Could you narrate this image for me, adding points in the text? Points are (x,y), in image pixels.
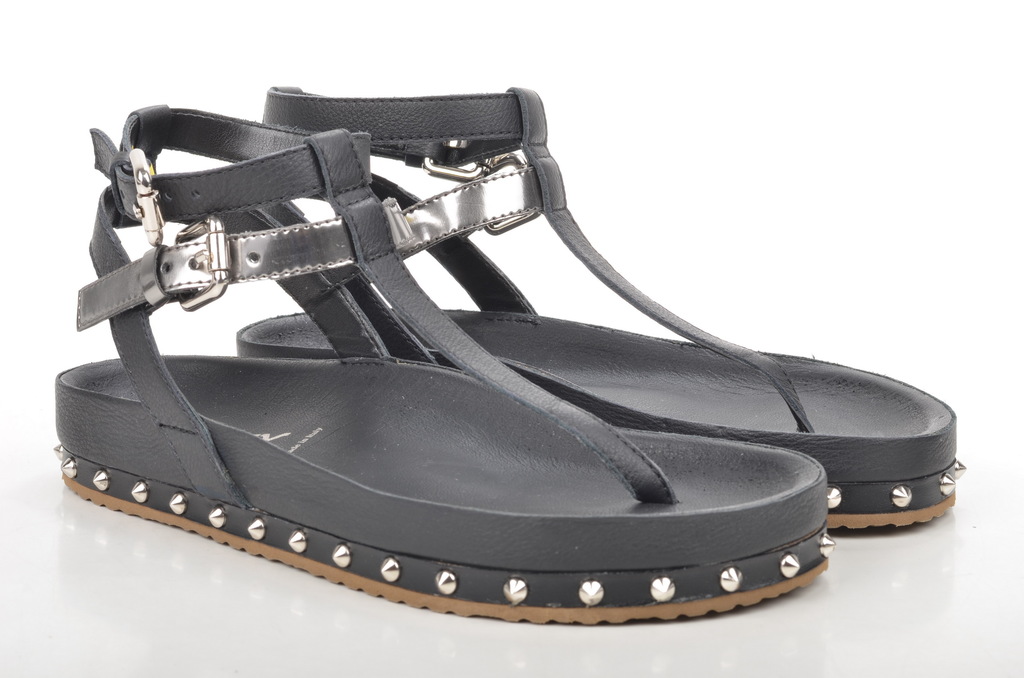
In this image I can see sandals (426,468) in black color and the background (858,203) is in white color.
